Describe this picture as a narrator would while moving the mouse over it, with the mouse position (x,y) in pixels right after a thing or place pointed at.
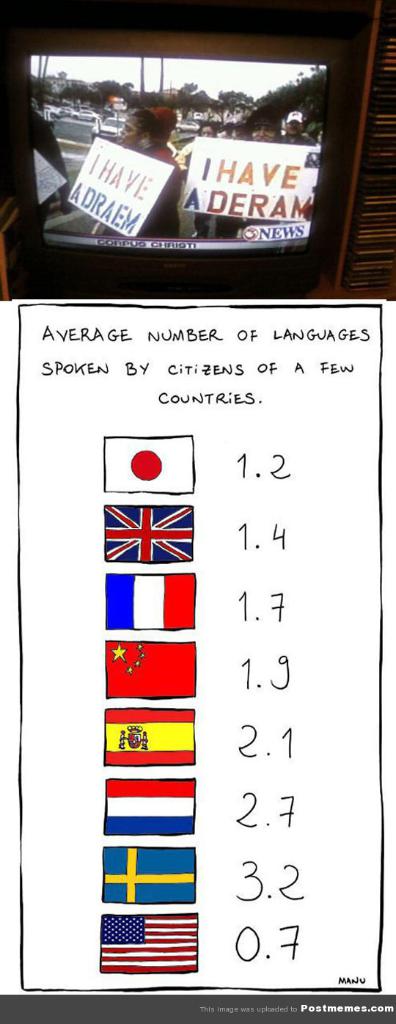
In this image we can see there is a television (187,158). In the television (213,143) we can see people (38,124), boards (198,143), cars (119,133) and objects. There is something written on the board (137,200). At the bottom (183,891) there is text (188,395) and symbols (147,729) of country flags (167,732).
